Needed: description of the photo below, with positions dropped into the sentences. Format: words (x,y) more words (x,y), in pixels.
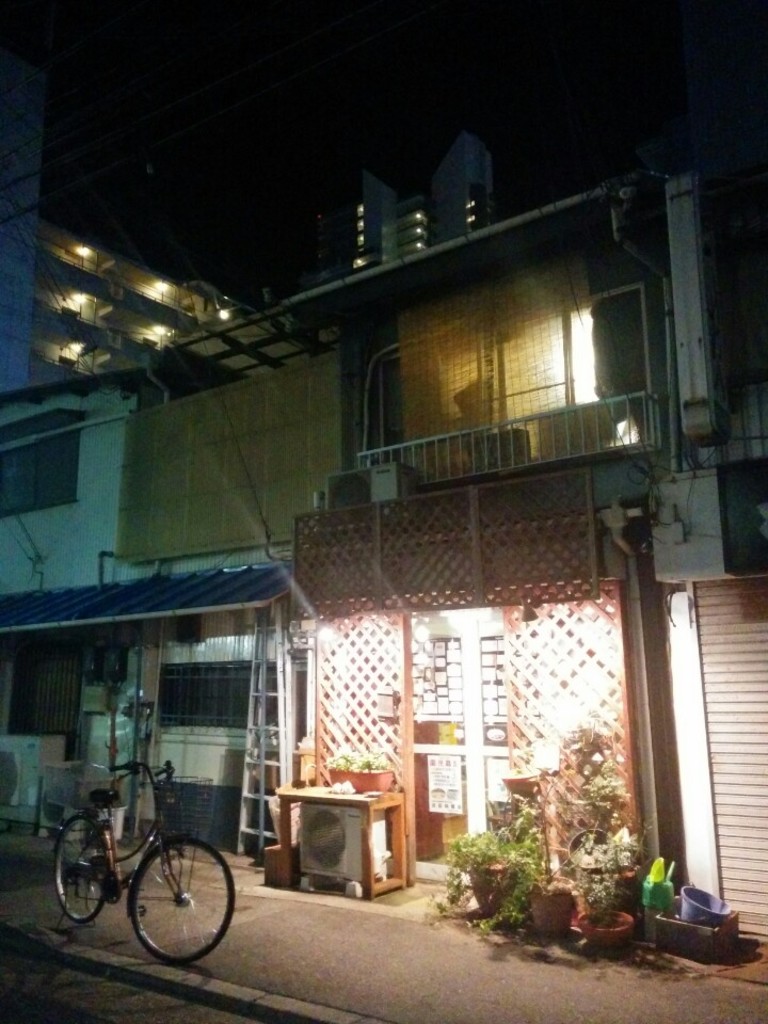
In this picture we can see a bicycle (82,909) on the road (435,943). This is building (541,702) and these are the plants (524,861). Here we can see some lights (170,333).
